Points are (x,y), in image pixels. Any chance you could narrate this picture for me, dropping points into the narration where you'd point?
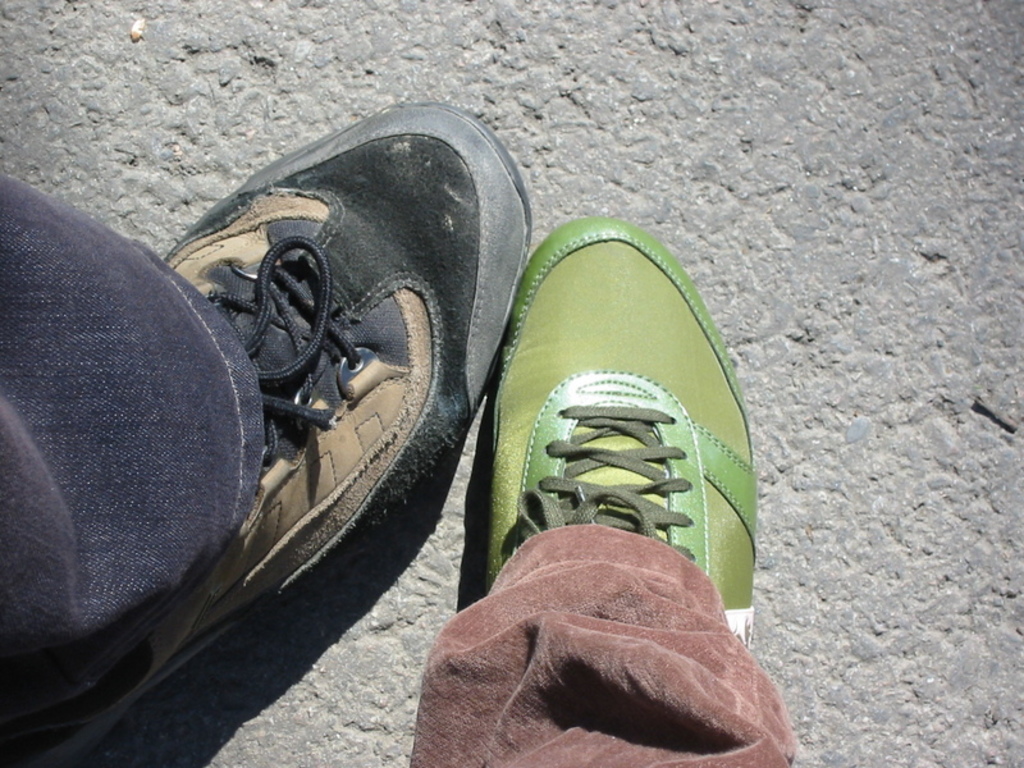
In this image there are two legs (174,473) of two different persons (585,448). In the right (719,633) there is green shoe (594,450) and brown pant (608,625), in the left (95,355) there is blue pant (185,336) and black and brown shoe (369,408).
